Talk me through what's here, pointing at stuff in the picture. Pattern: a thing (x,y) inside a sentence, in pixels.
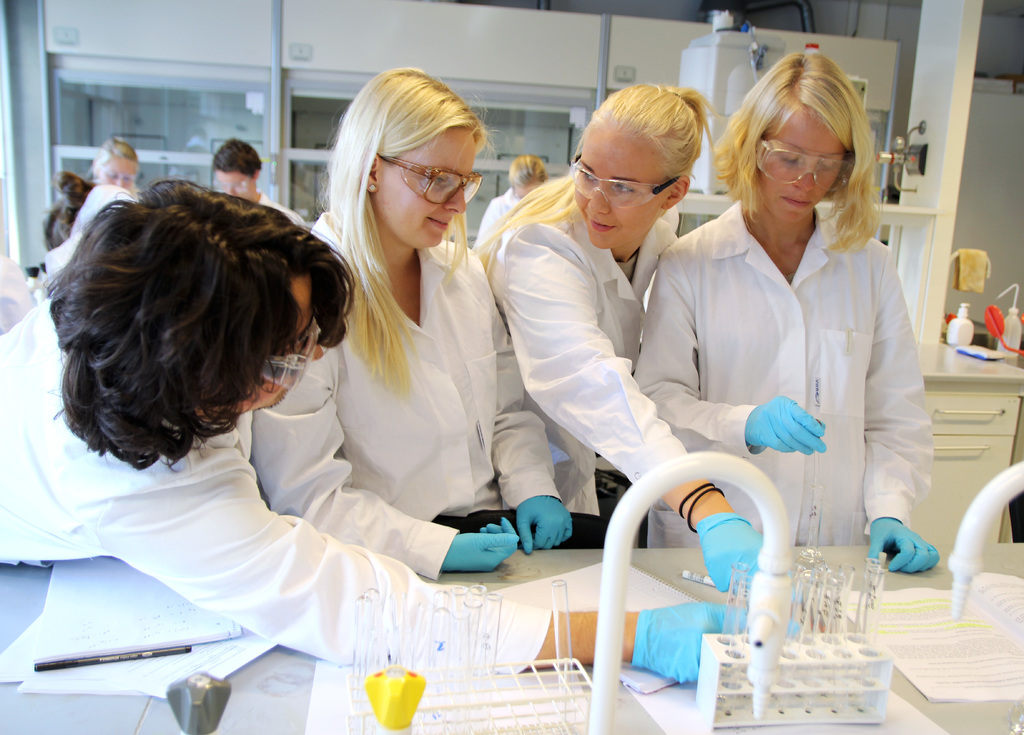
In this image we can see few persons (836,256). At the bottom (949,670) we can see few objects (740,583) on the table (275,656). Behind the persons (712,433) we can see a glass wall (164,93) and few objects (905,148). On the right side (966,454), we can see few objects (991,349) and a table (950,471).
